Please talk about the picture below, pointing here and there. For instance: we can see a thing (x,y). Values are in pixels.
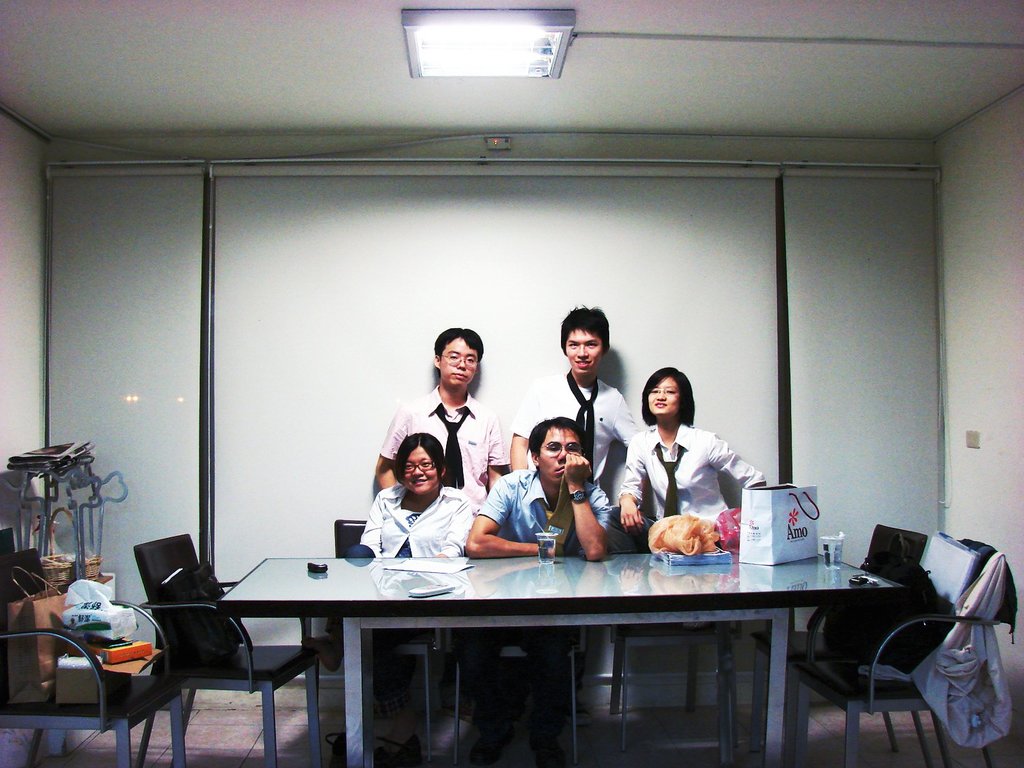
This is a room (324,117) with a table (351,591) and few chairs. Behind the table (531,597) there are five people (524,500) in which three are men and two are women (444,514). These two are sitting on the chair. There is a glass (554,538), cloth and a cup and a bag (778,522) on the table (597,578). These three people (687,440) are standing. On the wall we can see a screen (737,299). At the rooftop (238,73) there is a light (482,53).
